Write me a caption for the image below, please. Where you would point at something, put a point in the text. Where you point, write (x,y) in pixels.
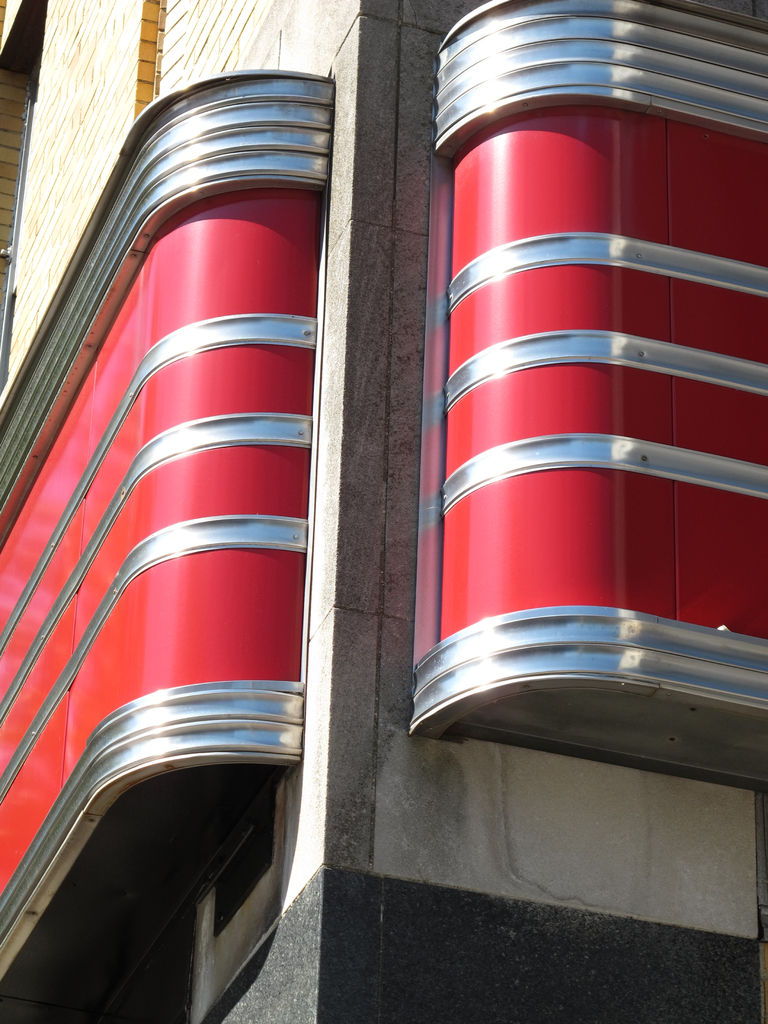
In the picture I can see the building construction (397,534) and there is an architecture design (291,301) on the wall (410,238) of the building (484,222).
